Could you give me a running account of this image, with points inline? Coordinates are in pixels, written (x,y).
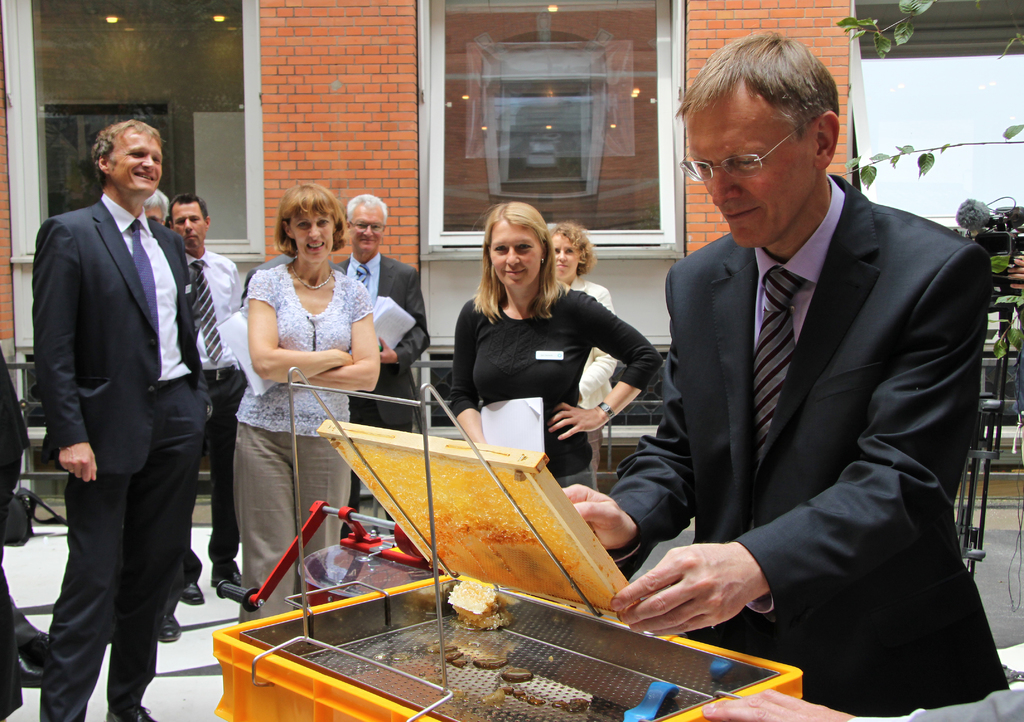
As we can see in the image there are buildings (251,25), windows (526,66), group of people (372,245), white color wall (927,122) and these two persons (336,324) are holding papers (238,347).
